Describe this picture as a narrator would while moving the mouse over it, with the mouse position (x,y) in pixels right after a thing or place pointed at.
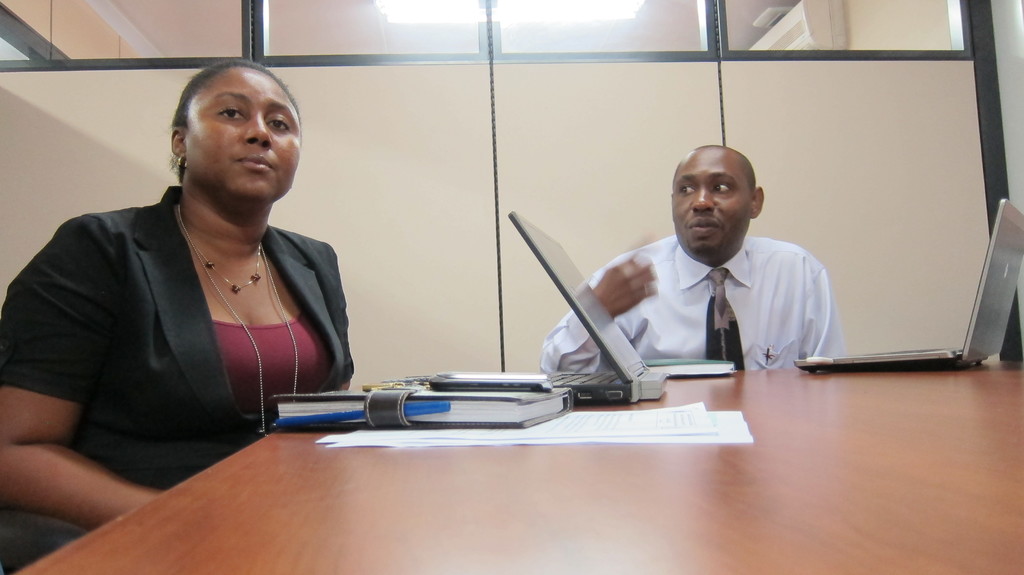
In the foreground of this image (517,442), on the table (515,474), there are books (495,416), laptops (632,380), few papers (613,433) and a mobile phone (506,388). On the left (157,382), there is a woman (161,364) sitting and behind the table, there is a man (722,311) sitting. In the background (642,119), there is the wall (732,93) and on the top (387,13), there is the light (398,19).
